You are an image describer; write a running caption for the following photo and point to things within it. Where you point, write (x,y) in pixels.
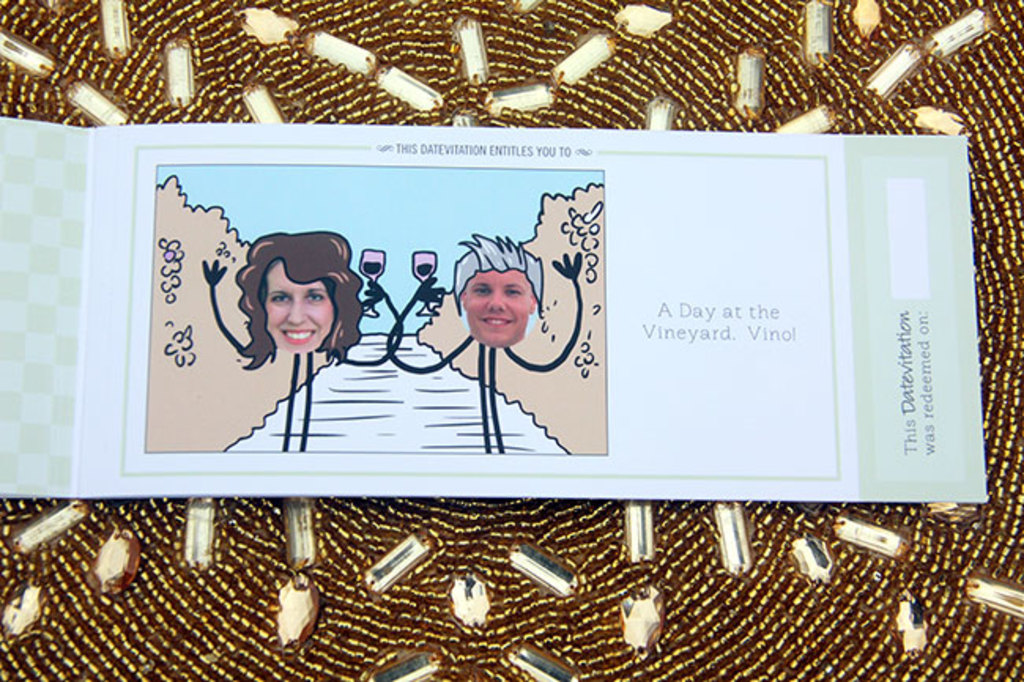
In this image we can see the entitles book (675,256) with the text (708,311) and also pictures (379,341) and it is placed on the decorated kundans cloth (486,524).
